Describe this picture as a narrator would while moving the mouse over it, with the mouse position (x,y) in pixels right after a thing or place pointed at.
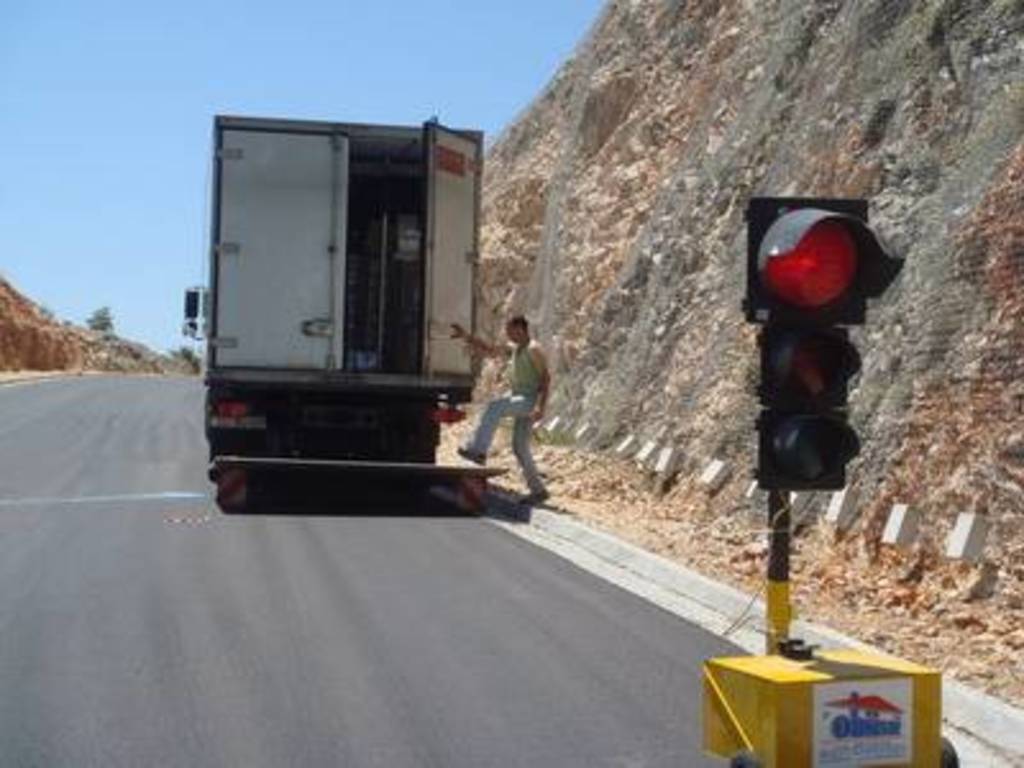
This image consists of a truck (373,365). There is a person (472,454) in the middle (541,489). There is a traffic light (771,233) on the right side (819,204). There is sky (454,68) at the top (243,77).
